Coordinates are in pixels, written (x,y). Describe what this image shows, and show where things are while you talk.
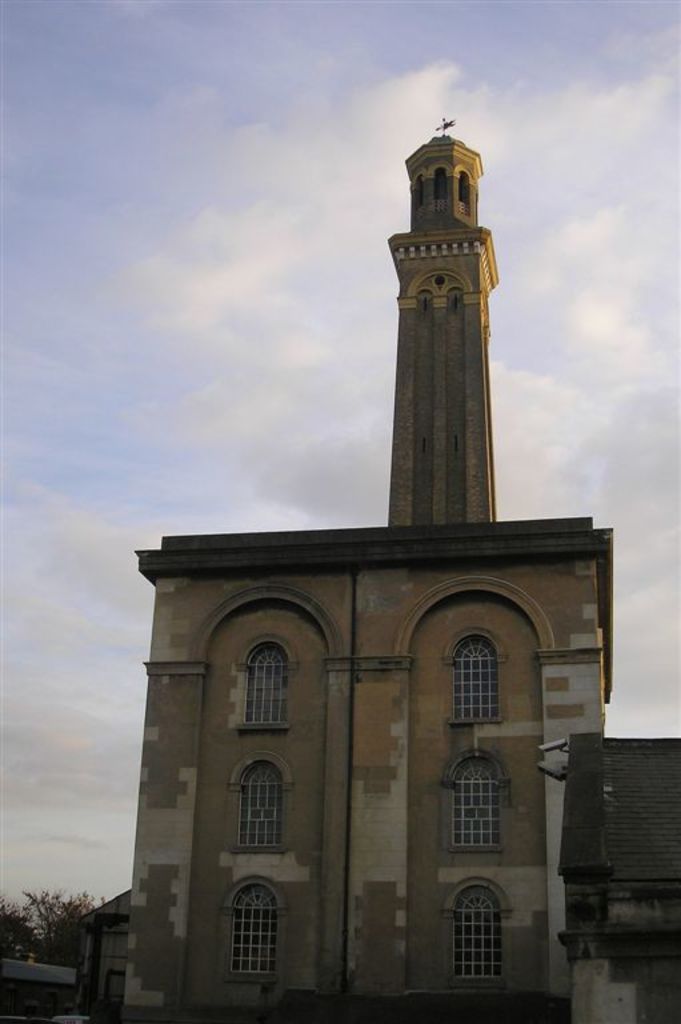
In the foreground of this picture (468,864), there are buildings (326,965). In the background (82,906), there are trees (60,944), sky (174,309) and the cloud (199,214).
